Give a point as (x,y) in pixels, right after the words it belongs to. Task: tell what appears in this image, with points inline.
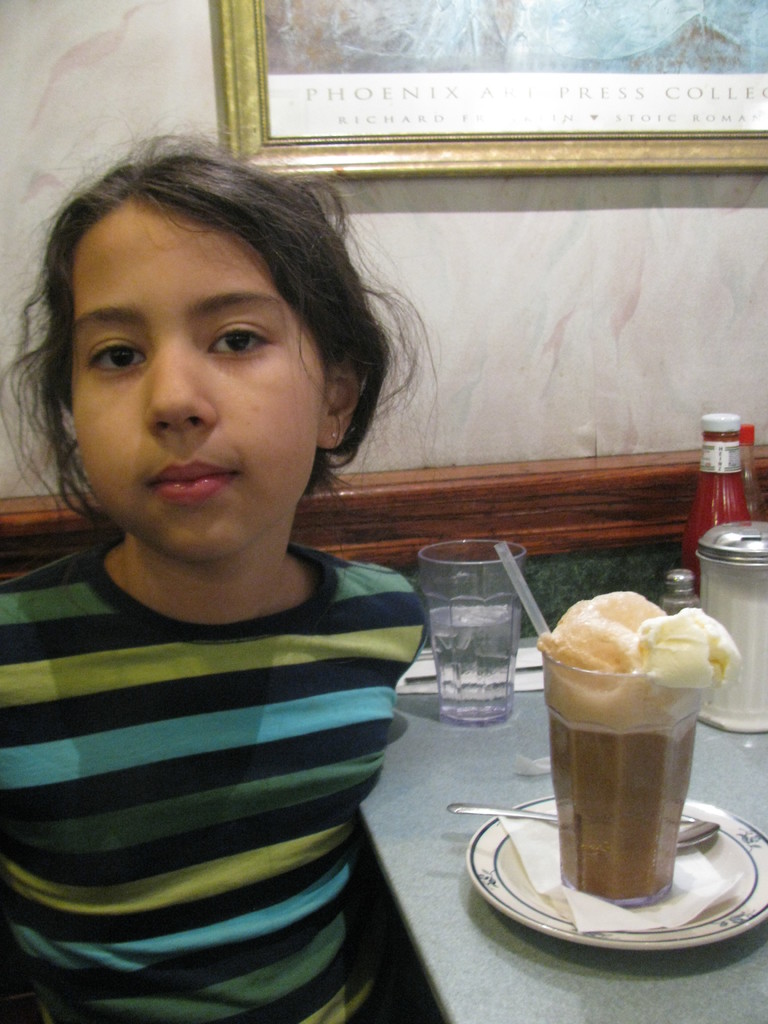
This image consists of a girl (217,882). On the right (713,771), there is a table (749,811) on which there are glasses (616,759) and a ketchup bottle (730,463) along with a plate (485,842) and spoon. In the background (427,200), there is a frame (283,129) hanged on the wall (367,222).
